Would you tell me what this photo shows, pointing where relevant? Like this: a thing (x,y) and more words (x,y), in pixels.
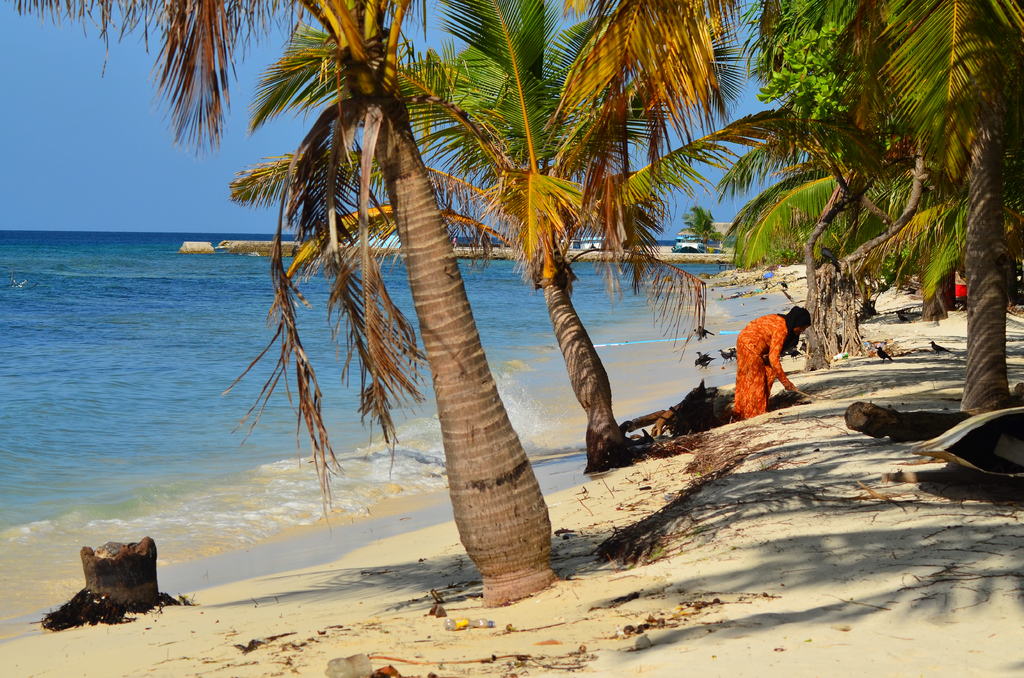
In the picture I can see a person (765,368) is bending on the ground (755,466). In the background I can see trees (474,357), the water (333,327), the sky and some other objects (710,406).
